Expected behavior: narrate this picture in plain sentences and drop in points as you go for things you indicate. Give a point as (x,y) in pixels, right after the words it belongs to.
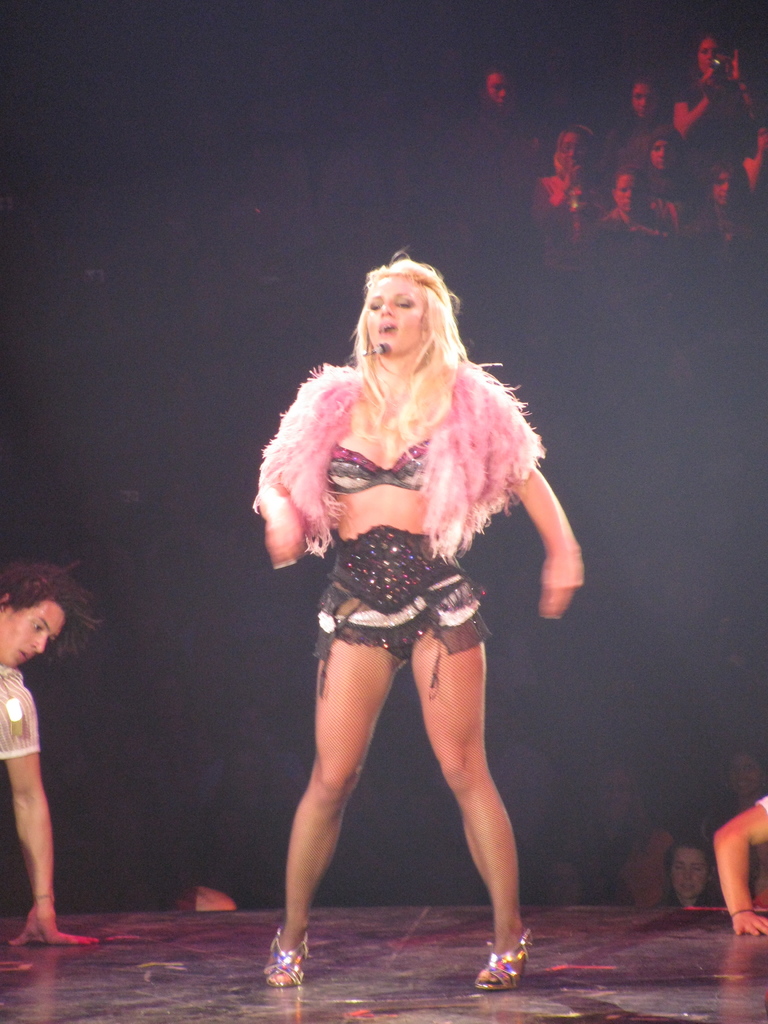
In this image I can see the person (360,657) standing and the person (360,606) is wearing black and pink color dress (365,596). In the background (648,93) I can see few people (713,183).
